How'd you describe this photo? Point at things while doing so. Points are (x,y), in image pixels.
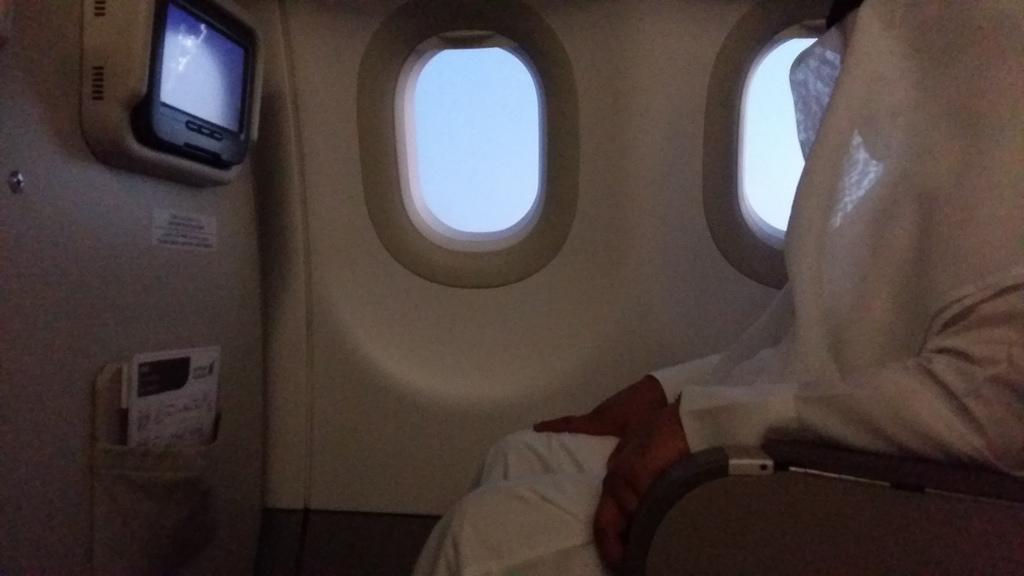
In this picture I can see the inside view of an airplane (635,172). I can see a person (547,504) sitting. I can see windows (543,97), television (175,126) and some other objects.
